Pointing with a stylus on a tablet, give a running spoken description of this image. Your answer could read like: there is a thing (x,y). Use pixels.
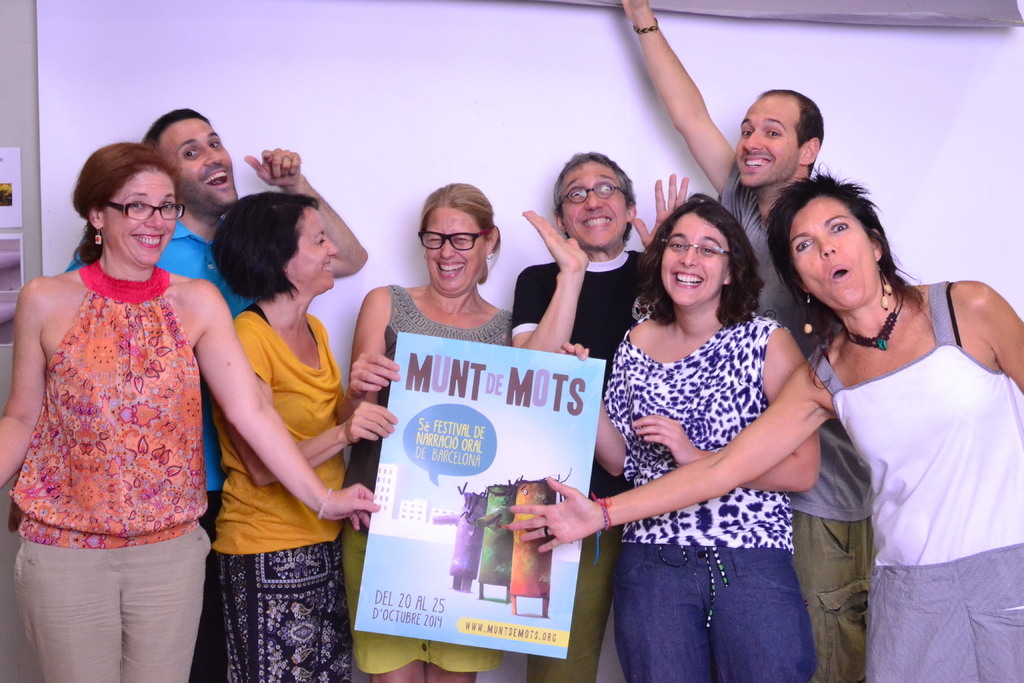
In this image, we can see people (805,311) wearing clothes (191,392). There is a board (544,481) at the bottom of the image (399,574).
